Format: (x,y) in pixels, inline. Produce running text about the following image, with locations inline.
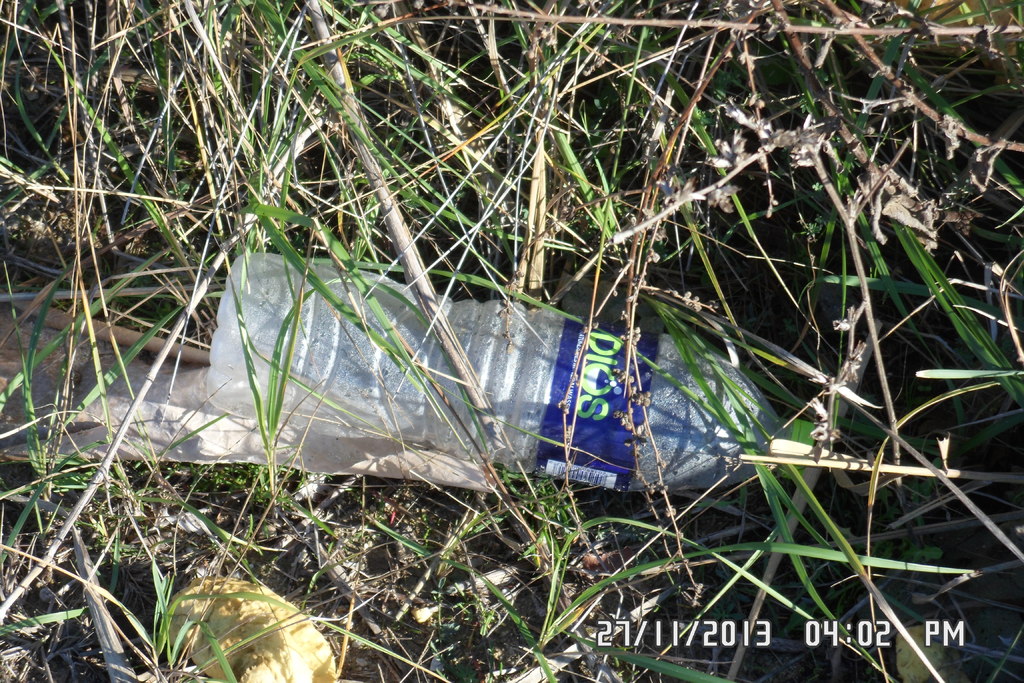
In this picture we can see a bottle (668,442) and this is the grass (551,157).
